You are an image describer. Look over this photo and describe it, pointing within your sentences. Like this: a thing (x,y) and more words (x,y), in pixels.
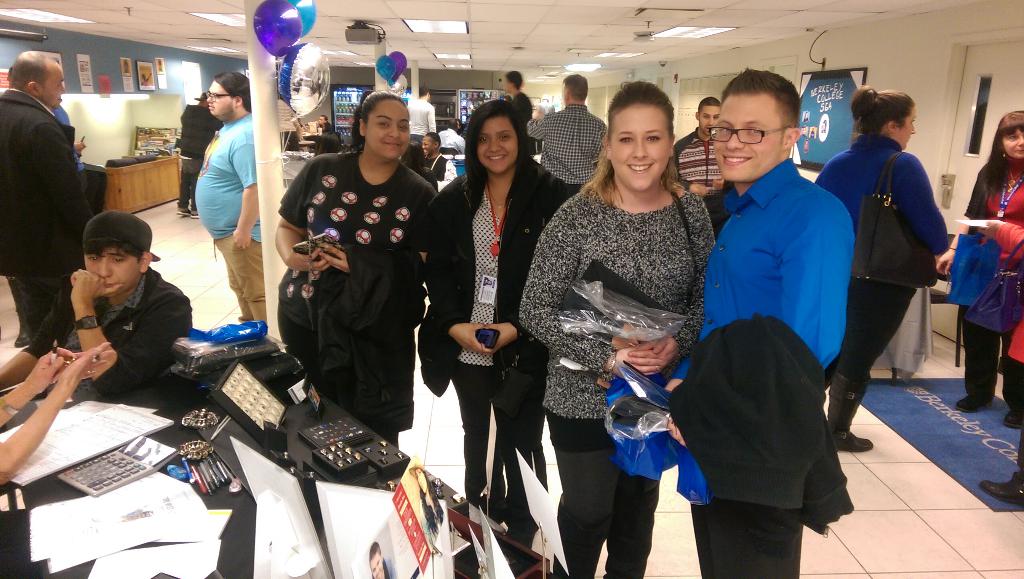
In the foreground of the picture (619,374) there are four people (776,231) standing, they are smiling. On the left (86,320) there are two people (98,311) and a desk (174,406), on the desk (190,392) there are papers (132,427), pens (201,462), calculator (104,464), boxes (222,406) and many objects (265,518). On the top left (24,176) there are people (192,180) standing and there are posters (143,68), books (139,151) and a desk (179,160). In the center of the background (563,121) there are people (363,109), refrigerators (356,95), balloons (310,88) and lights (451,29). On the right (1012,341) there are three people (948,270) standing. Beside them there is a door (973,135), a chair (931,300) and a frame (812,126).
